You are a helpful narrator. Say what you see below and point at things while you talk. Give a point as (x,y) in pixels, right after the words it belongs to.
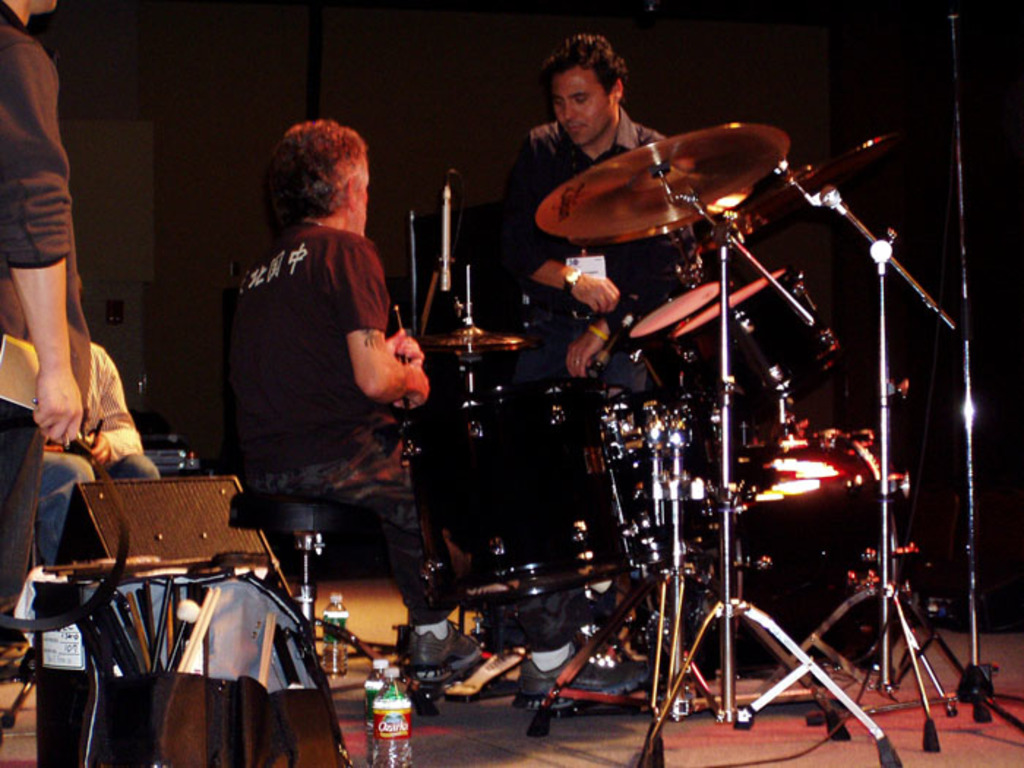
In this image, we can see a group of people (551,670), musical instruments (687,289). Here we can see stands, bottles (371,702) on the floor (477,733). Background (231,163) there is a wall (232,195).
